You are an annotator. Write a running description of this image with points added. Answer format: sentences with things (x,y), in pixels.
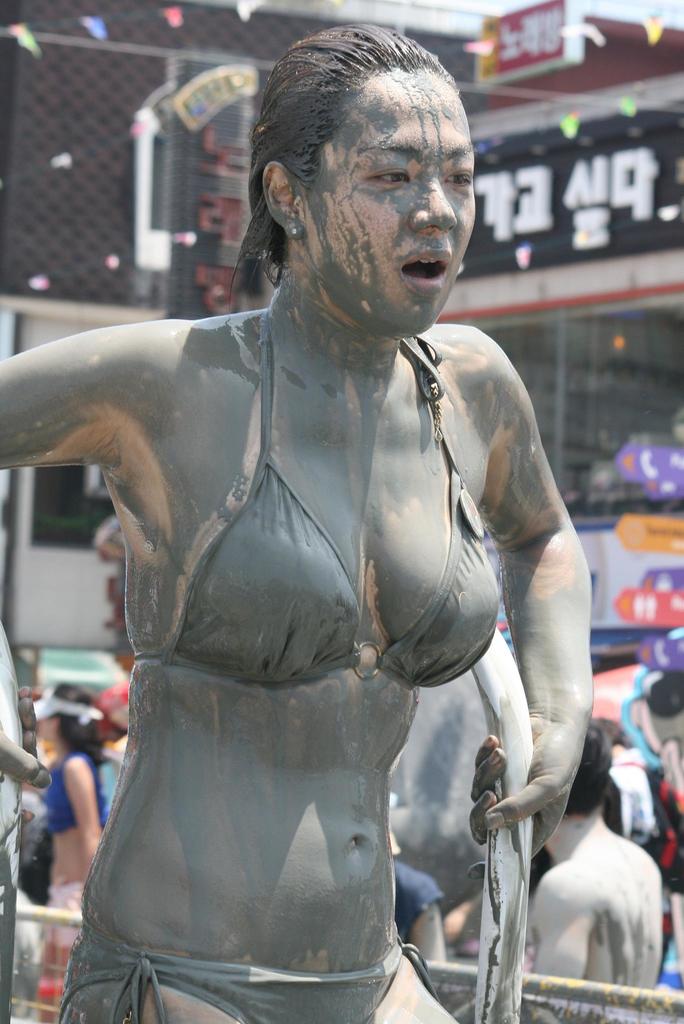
In this picture, we see the woman (270,659) standing. Behind her, we see people (37,722) standing on the road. In the background (576,323), we see a building (166,282) in white and black. There is a board (683,128) in black color with some text (623,191) written on it. This picture is clicked in the city (636,509).
